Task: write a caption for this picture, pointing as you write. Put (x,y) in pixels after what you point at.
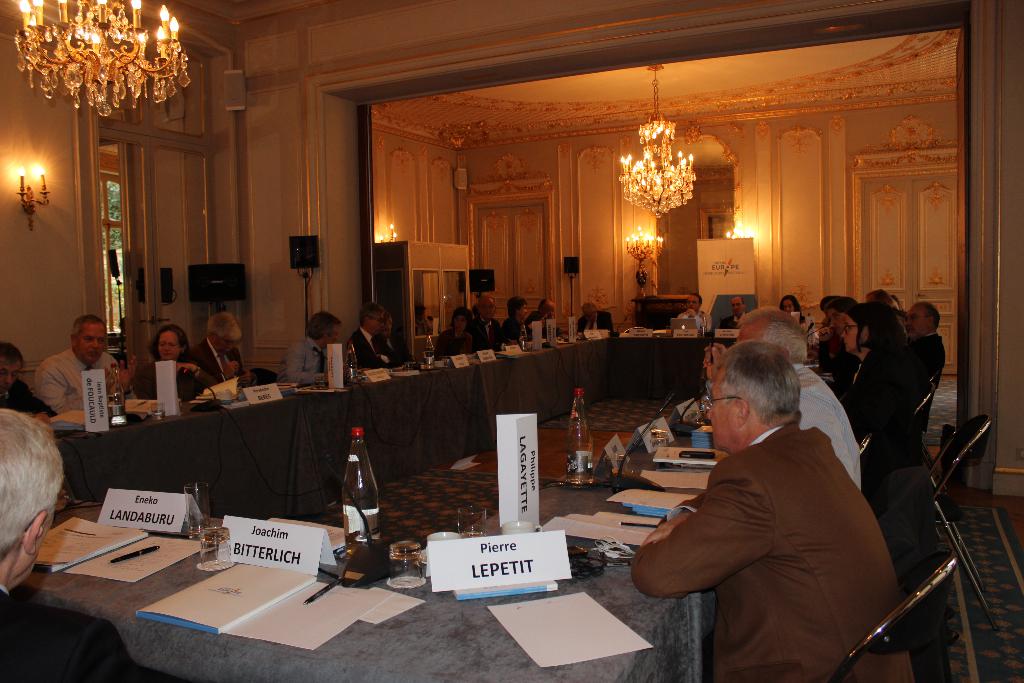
In the image we can see there are many people (182,348) sitting and they are wearing clothes (754,529). We can see there are many chairs (920,610) and the table (427,590). On the table (428,604) we can see books (238,614), papers (314,617), pens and name plates (500,544). We can even see bottles (584,456) and microphones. Here we can see the lights (644,232), chandeliers (638,163) and the window (103,225). Here we can see the floor (998,502) and the poster (702,265).
